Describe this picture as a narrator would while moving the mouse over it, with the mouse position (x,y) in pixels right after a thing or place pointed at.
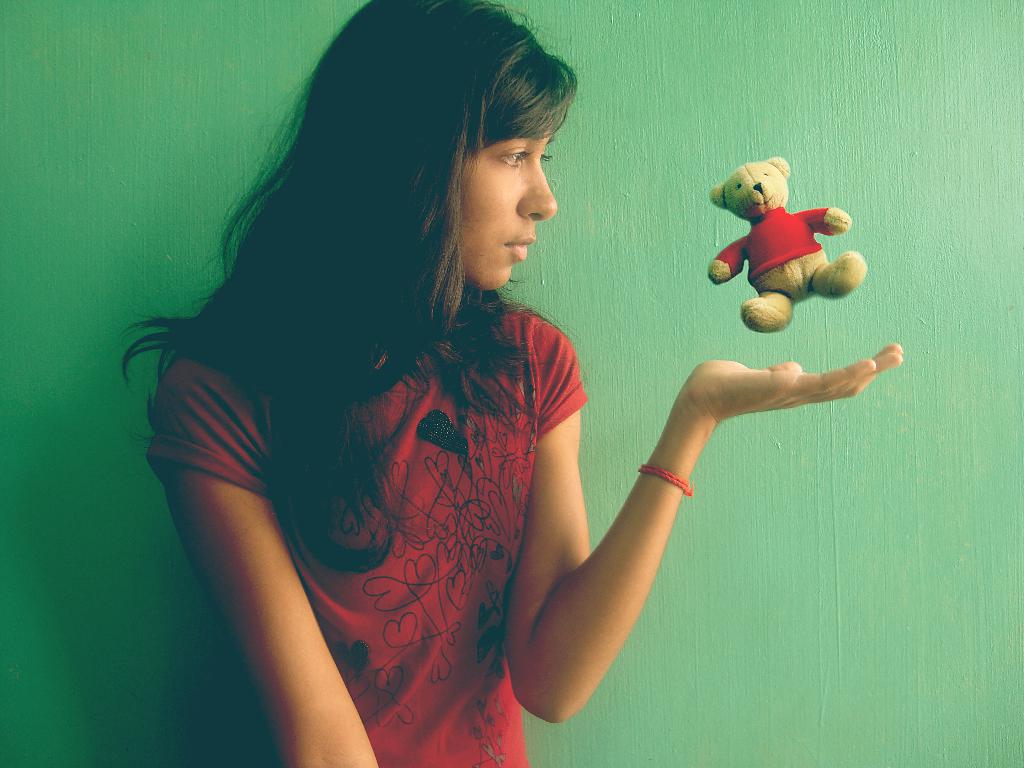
In the middle of the image (521,440) there is a lady (479,514) with red t-shirt (420,536) is standing. Above her hand (709,380) to the right side (763,191) there is a small teddy bear (780,242) with red t-shirt (760,248). In the background (793,200) there is a green color wall (223,100).
